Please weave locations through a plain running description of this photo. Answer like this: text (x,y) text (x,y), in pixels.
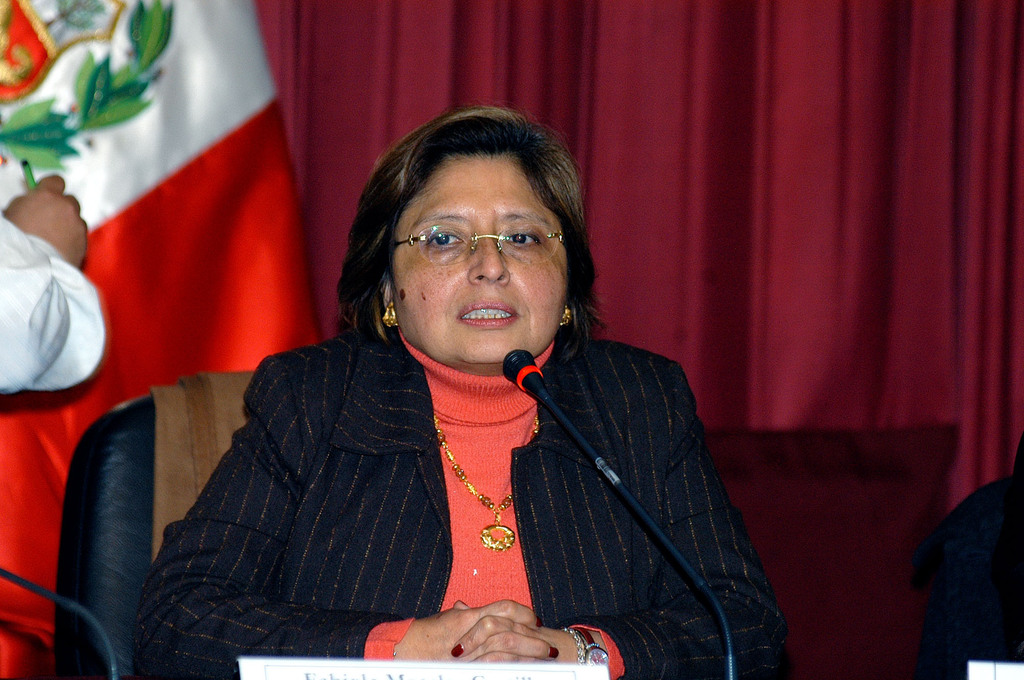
In this picture there is a lady (397,340) in the center of the image (661,383) and there is a table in front of her, on which there is a mic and nameplate (419,671), there is a flag (130,210) on the left side of the image (36,418) and there is red color curtain (710,282) in the background area of the image (715,234).
